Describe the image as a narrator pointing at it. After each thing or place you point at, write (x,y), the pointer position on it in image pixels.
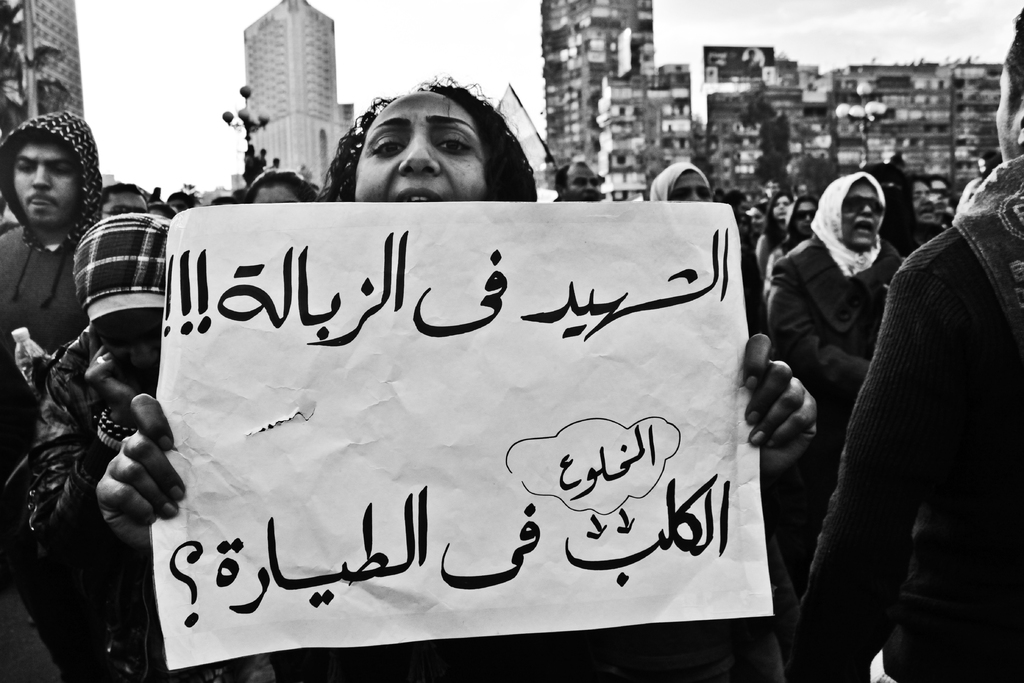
In this picture there are people (62,173) in the center of the image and there is a lady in the center of the image (637,348), by holding a poster (315,297) in her hands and there are buildings (306,168) in the background area of the image (558,74).
